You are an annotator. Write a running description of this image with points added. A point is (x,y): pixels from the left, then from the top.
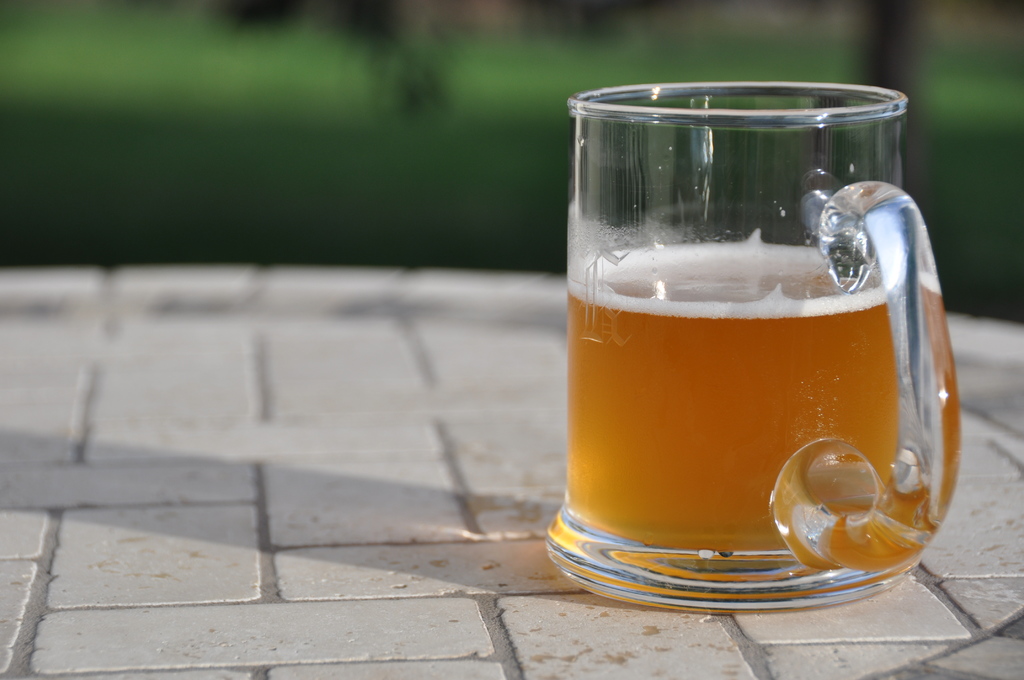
In the foreground of the picture (631,328) there is a mug (734,337) with beer (710,374) filled in it. The background (936,87) is blurred.
